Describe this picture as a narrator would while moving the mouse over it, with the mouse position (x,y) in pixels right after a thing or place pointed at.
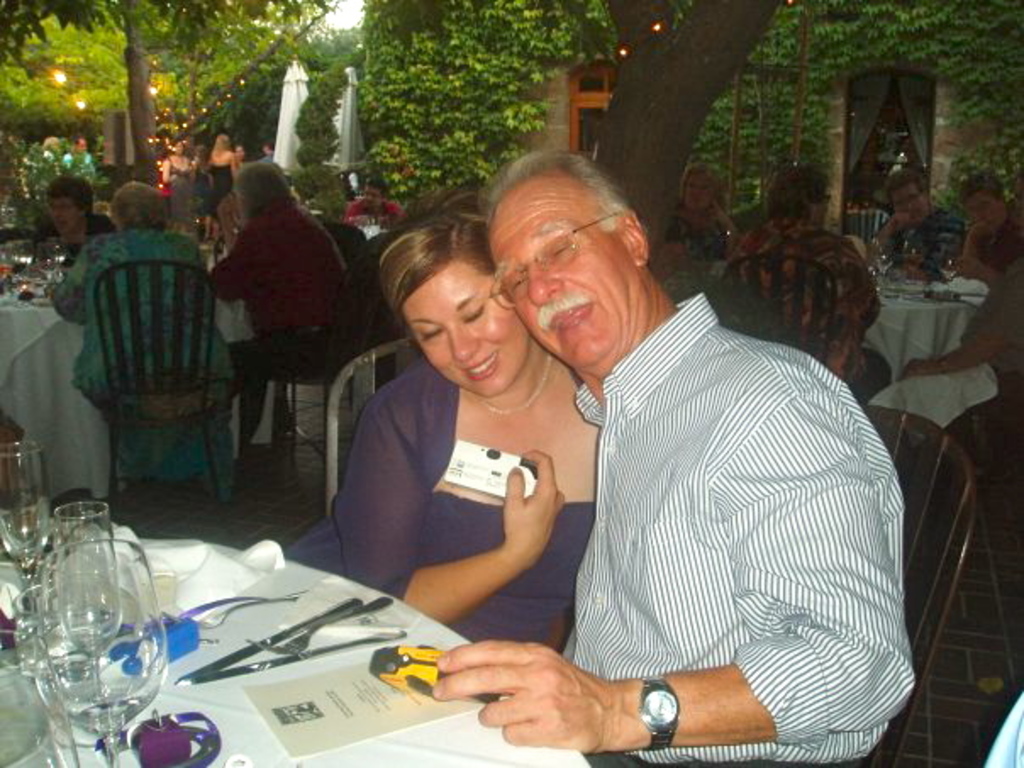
Group people (468,360) sitting on the chairs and this person (588,595) holding toy (423,673). We can see glasses (148,621), cloth (243,572), papers (378,695), knife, toy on the tables (47,411). On the background (430,67) we can see trees (256,145), lights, person's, house (584,151).
